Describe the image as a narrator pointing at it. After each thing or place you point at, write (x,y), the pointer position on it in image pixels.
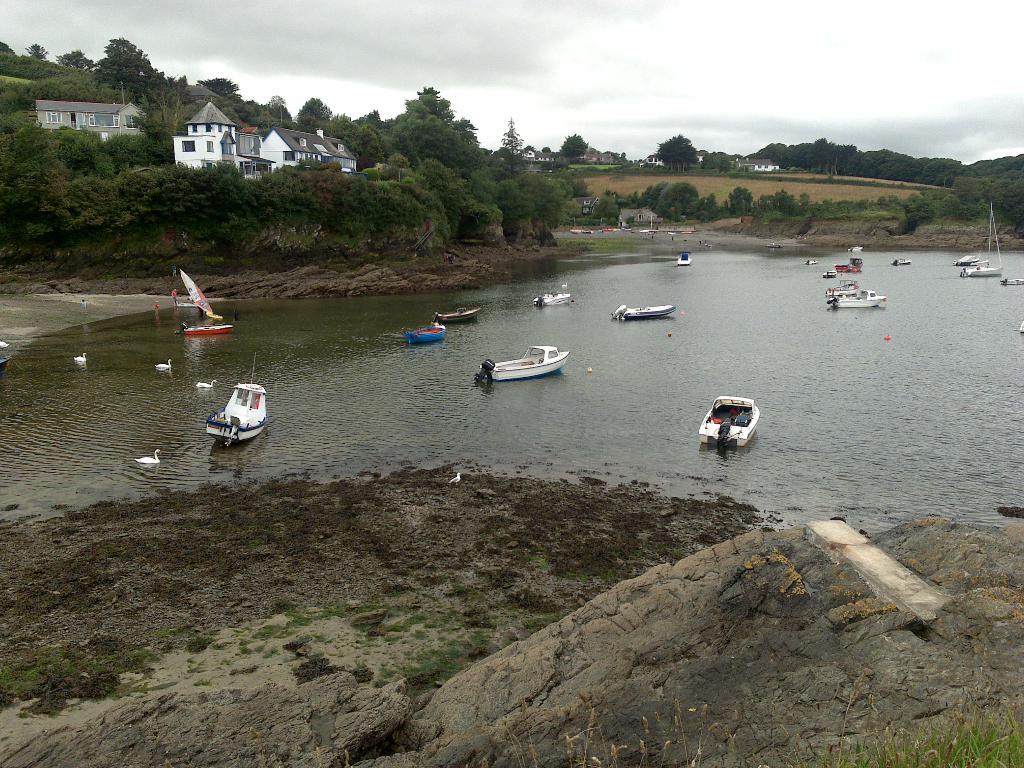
In this image there is the water (681,399). There are boats (495,379) and swans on the water (441,415). In the background (583,201) there are trees (432,155) and houses (250,143). At the top (439,71) there is the sky (588,71). At the bottom (591,674) there are rocks (527,669) on the ground (384,640).
